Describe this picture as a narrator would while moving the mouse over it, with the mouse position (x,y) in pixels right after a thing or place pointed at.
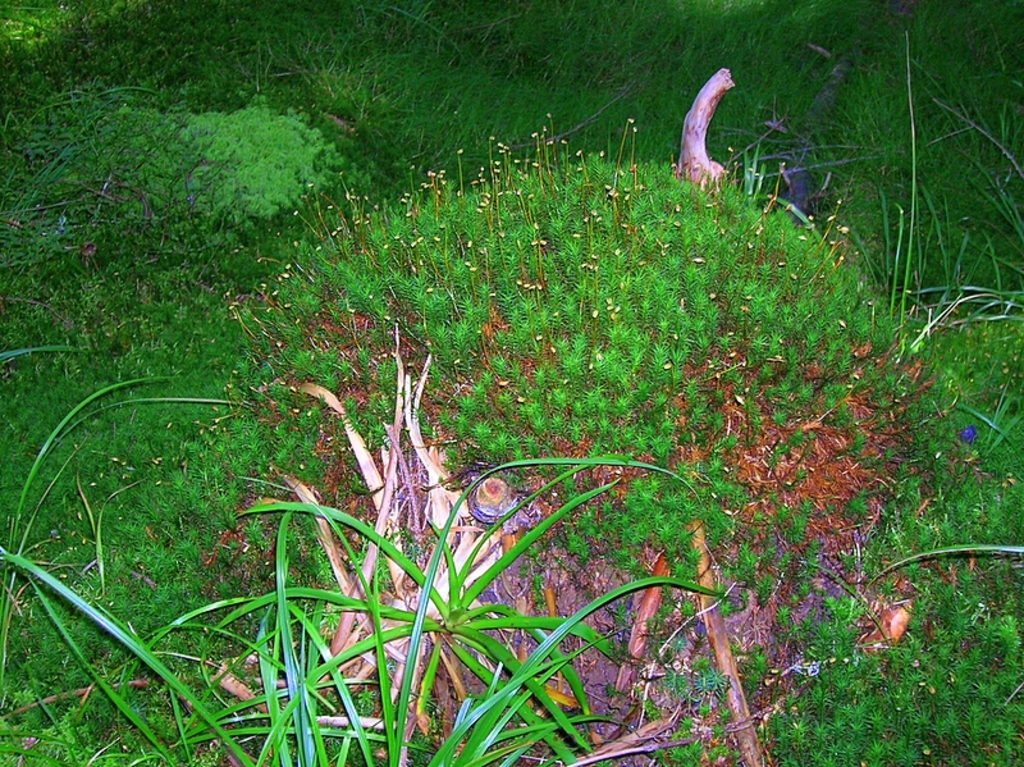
In this image there are bushes (487,363) and grass (572,96) on the surface (564,519).
